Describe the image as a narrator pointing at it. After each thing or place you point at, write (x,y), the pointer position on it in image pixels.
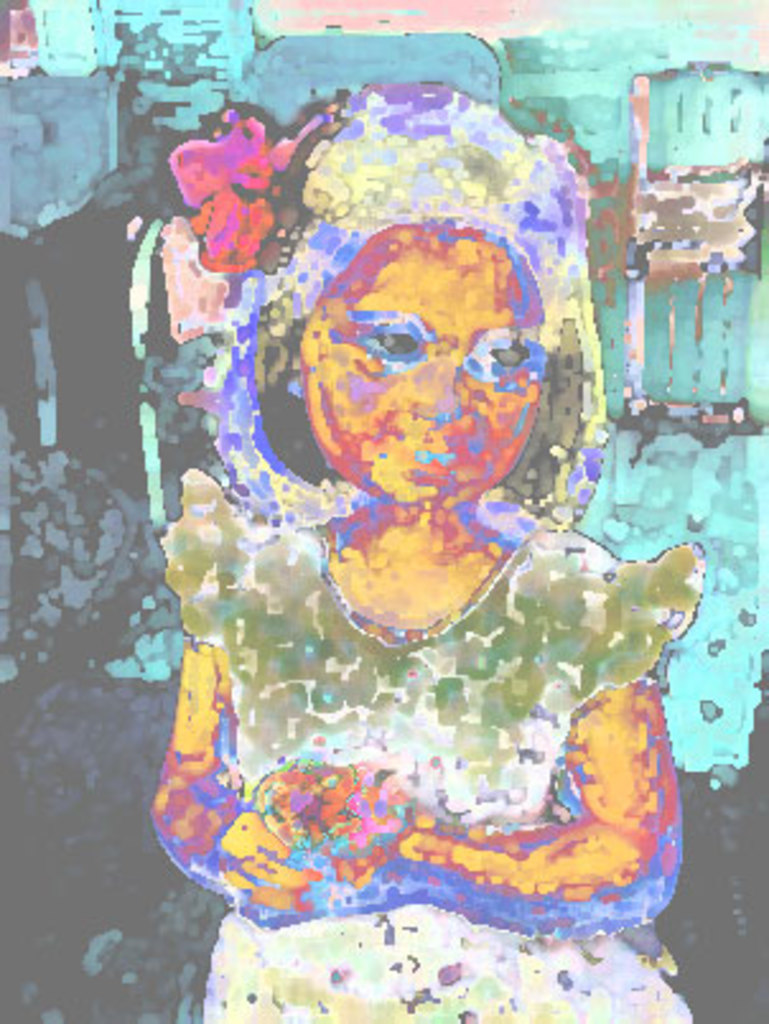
In this image I can see a photograph of a girl (452,626) standing and I can see the picture is edited with some effect.
